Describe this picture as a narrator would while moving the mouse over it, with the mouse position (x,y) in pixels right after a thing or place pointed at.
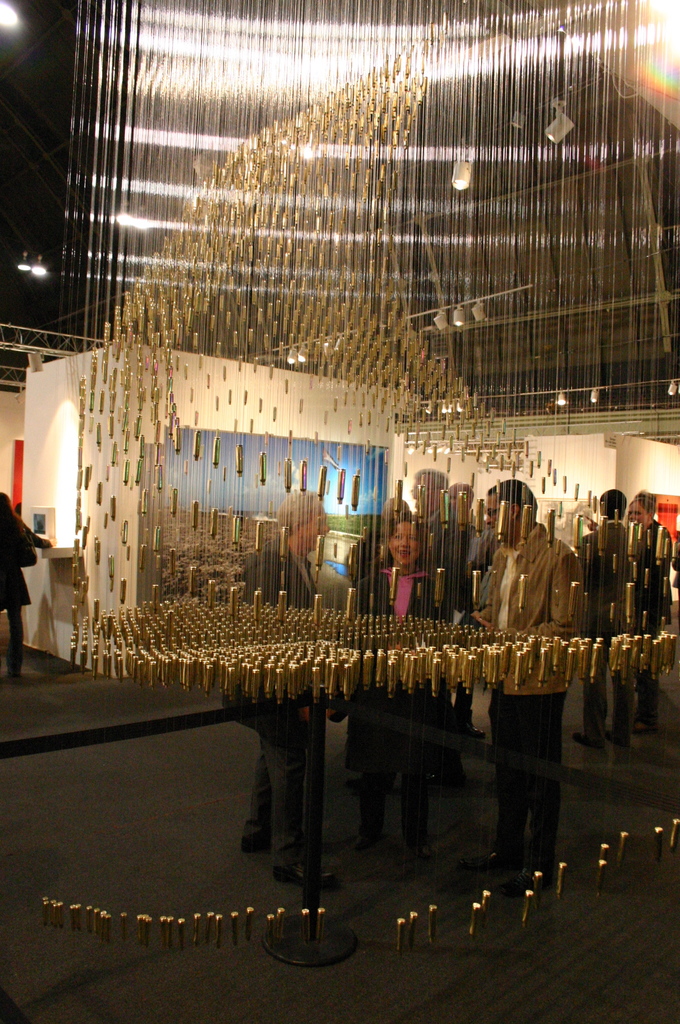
In this image I can see number of gold color decorative items (280,643), few lights (481,315), few persons (513,537) standing on the floor (316,1004), a black colored pole (295,964) and in the background (178,372) I can see the cream colored wall (323,426) and a person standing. To the top of the image (40,294) I can see the dark ceiling (47,65).
